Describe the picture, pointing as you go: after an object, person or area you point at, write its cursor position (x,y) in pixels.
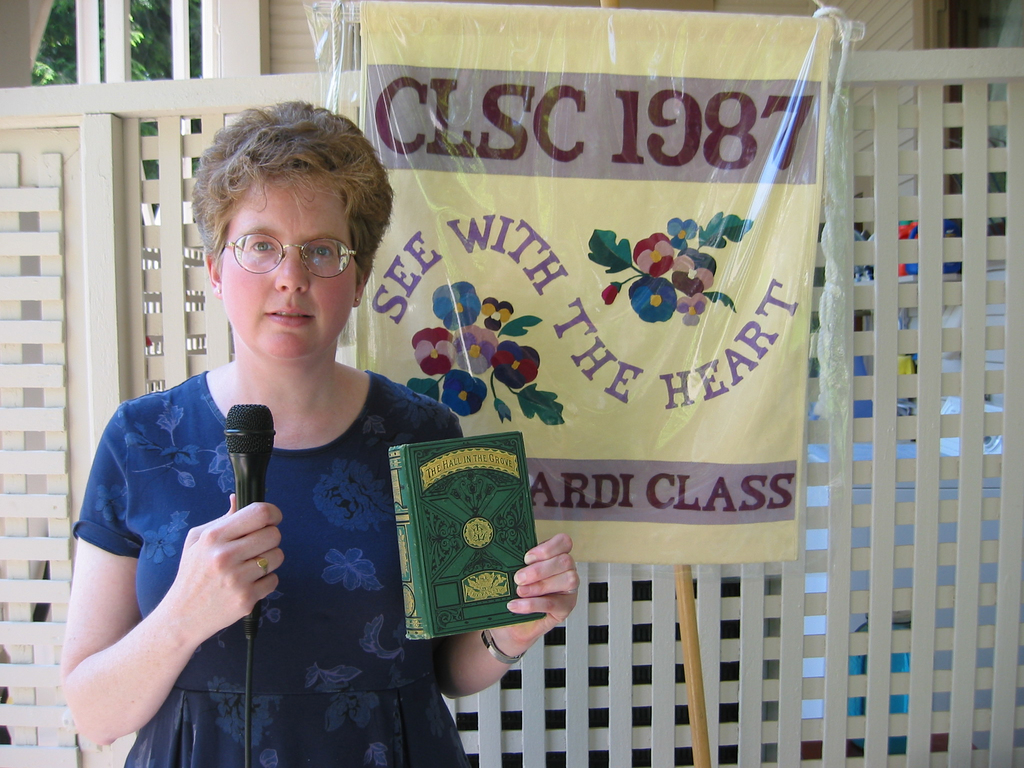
In this image there is a woman (278,427) in the middle (342,463) who is holding the mic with one hand (214,527) and a book (414,560) with another hand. Behind her there is a banner (670,160) on which there is a cover (675,122). At the bottom (692,633) there is a stick (694,654). In the background (923,210) it looks like a fence (92,50). On the left side (65,58) top there is a tree (72,47).
